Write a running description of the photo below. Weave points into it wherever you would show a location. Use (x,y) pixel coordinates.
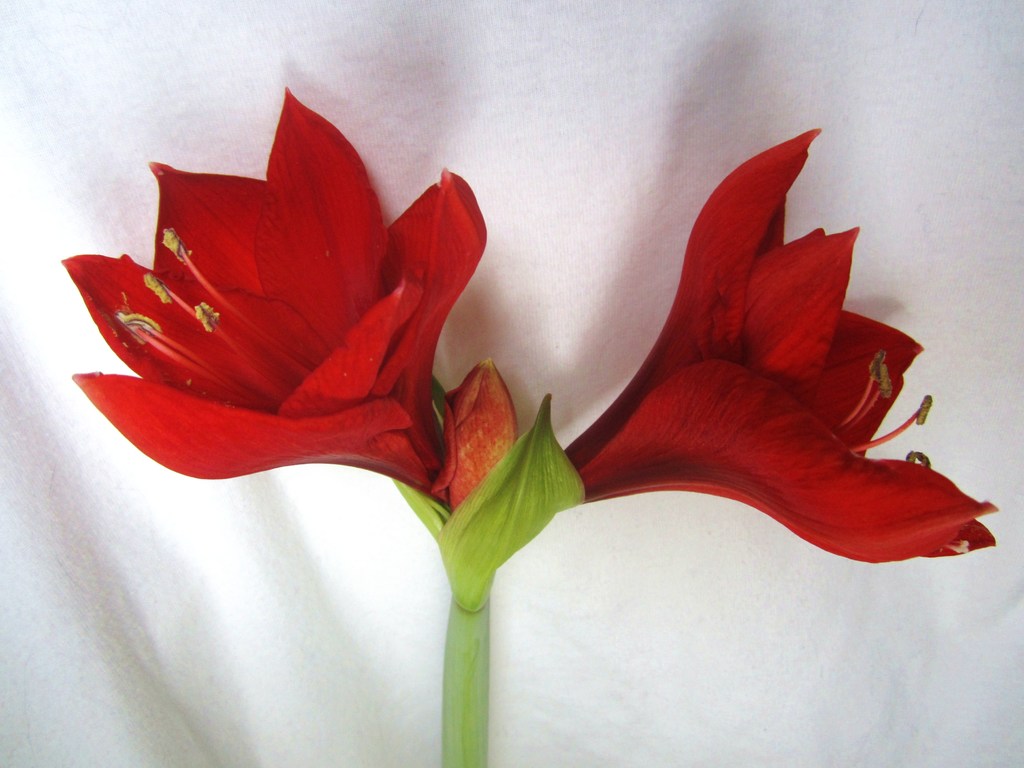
In the middle of the image (501,486) there is a stem (475,674) with two flowers (683,433) and a bud (478,432) and the flowers (736,403) are dark red in color. In the background (281,556) there is a white surface (488,213). It seems like a cloth (289,557).
